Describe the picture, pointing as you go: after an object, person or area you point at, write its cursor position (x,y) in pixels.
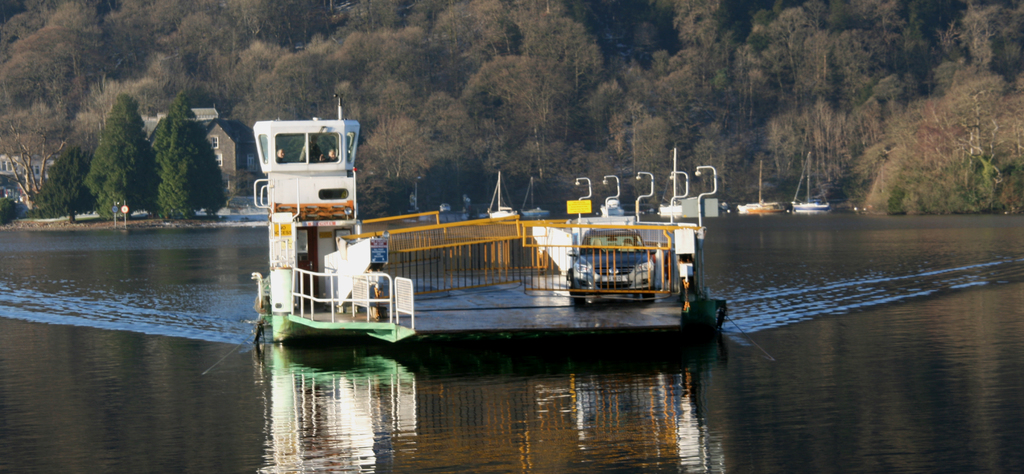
In this image on the water body (599,381) there is a ship (561,279). On the ship (546,283) there is a car (597,279), barricade (528,260). In the background (476,110) there are trees (743,110), ships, buildings (20,172).
